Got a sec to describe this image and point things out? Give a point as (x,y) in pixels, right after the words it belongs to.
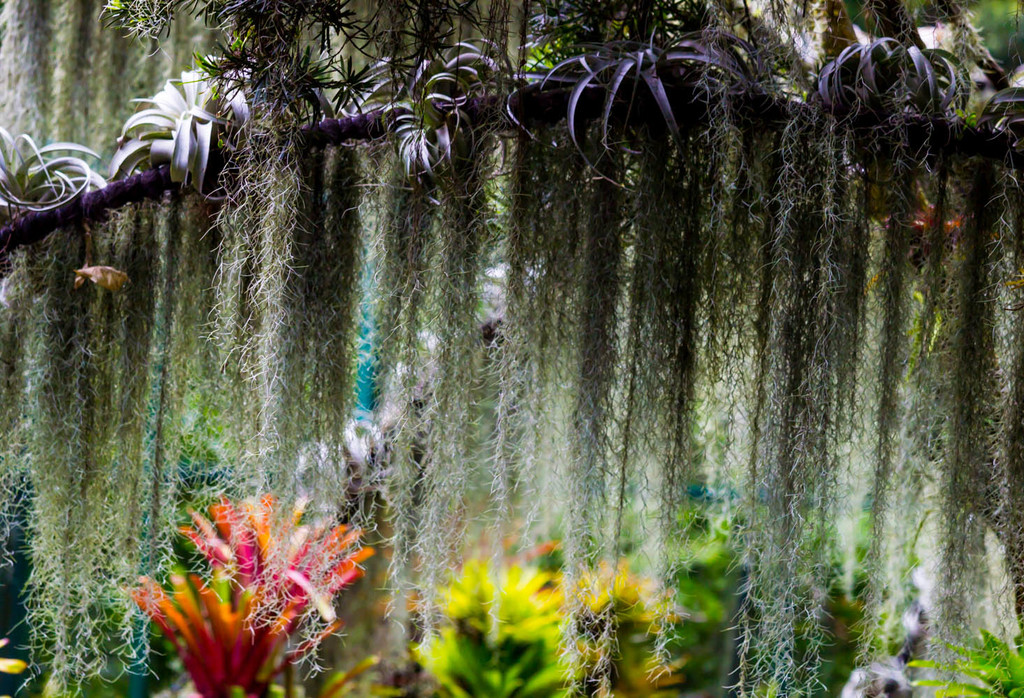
This image consists of many plants (564,472) and stems (260,193). The image looks very colorful.
